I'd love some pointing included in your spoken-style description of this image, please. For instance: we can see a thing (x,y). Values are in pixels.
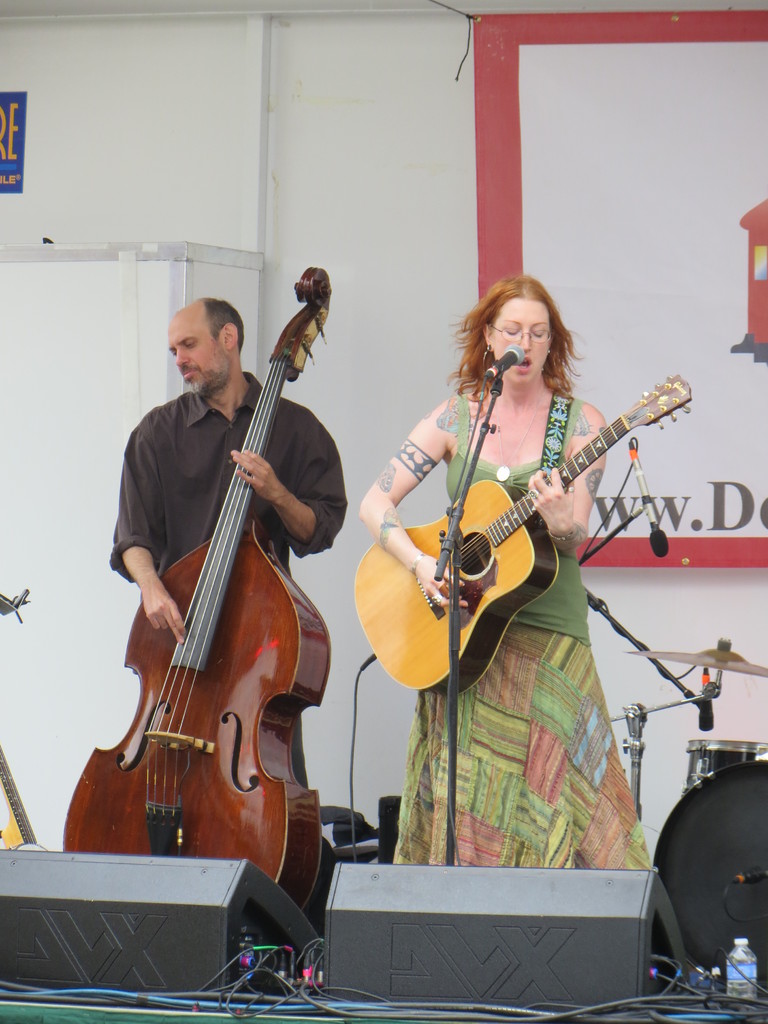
this picture shows a man (172,432) standing and playing a double bass (255,641) and a woman (512,317) singing with the help of a microphone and playing a guitar (672,381).
